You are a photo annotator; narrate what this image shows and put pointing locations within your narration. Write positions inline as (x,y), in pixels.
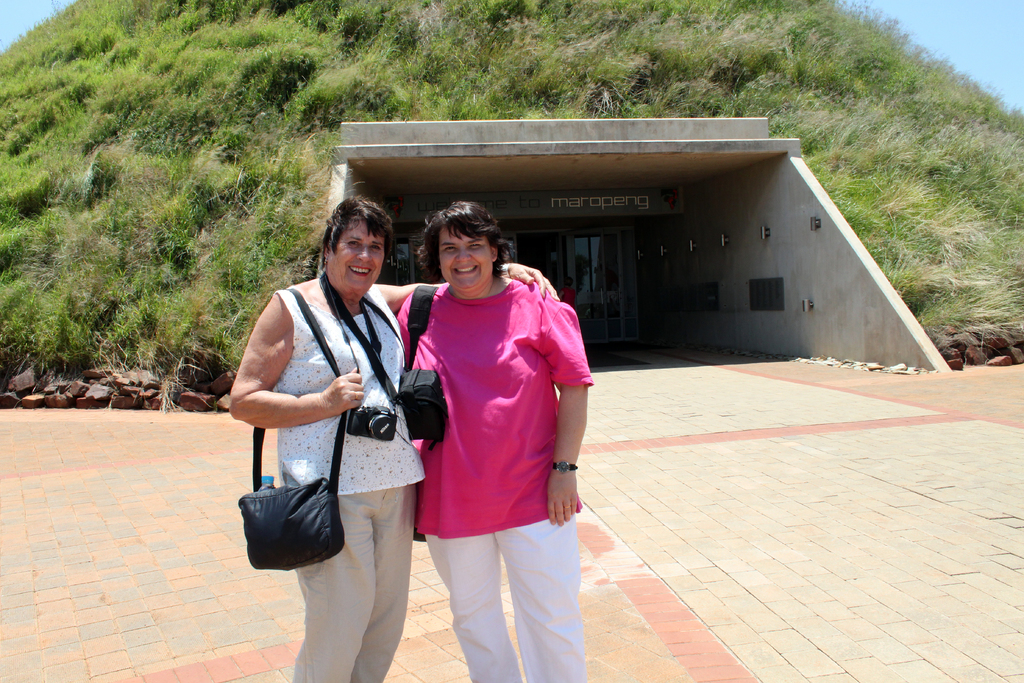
There are two women (515,376) standing in this picture. One of the woman (360,443) is holding a camera (368,422) in her neck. In the background (158,247) there is a hill (343,94) and grass (200,116) on the hill (647,76). We can observe a building (635,243) here.
